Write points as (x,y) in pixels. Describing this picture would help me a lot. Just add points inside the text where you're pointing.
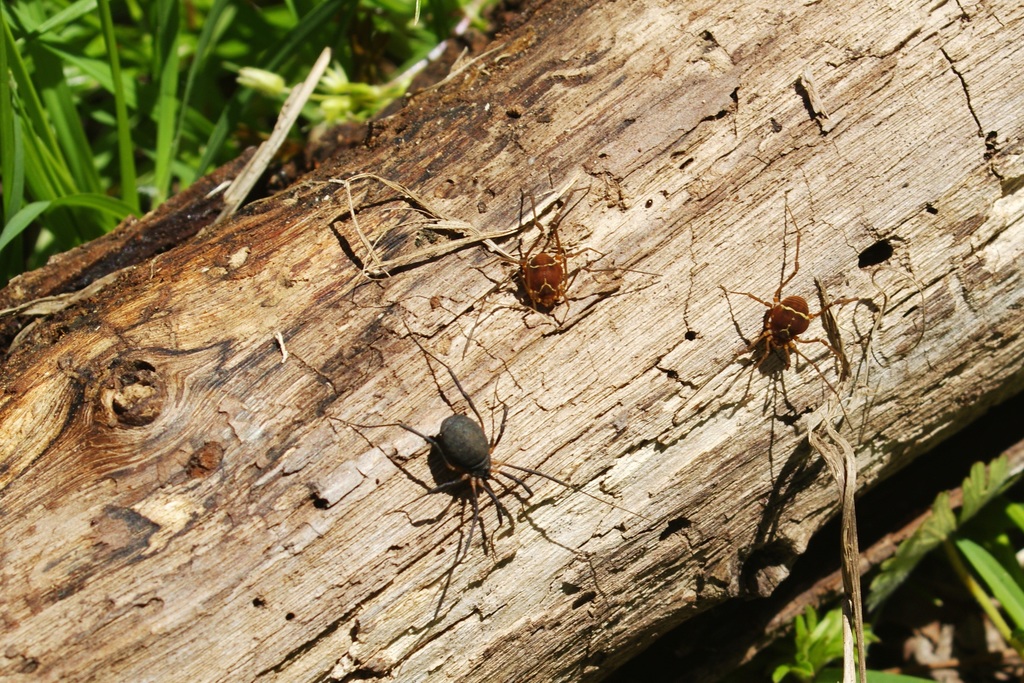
In this picture we can see a few insects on a wooden object (335,281). We can see some grass (315,110) in the top left (128,129) and in the bottom right (855,562).
